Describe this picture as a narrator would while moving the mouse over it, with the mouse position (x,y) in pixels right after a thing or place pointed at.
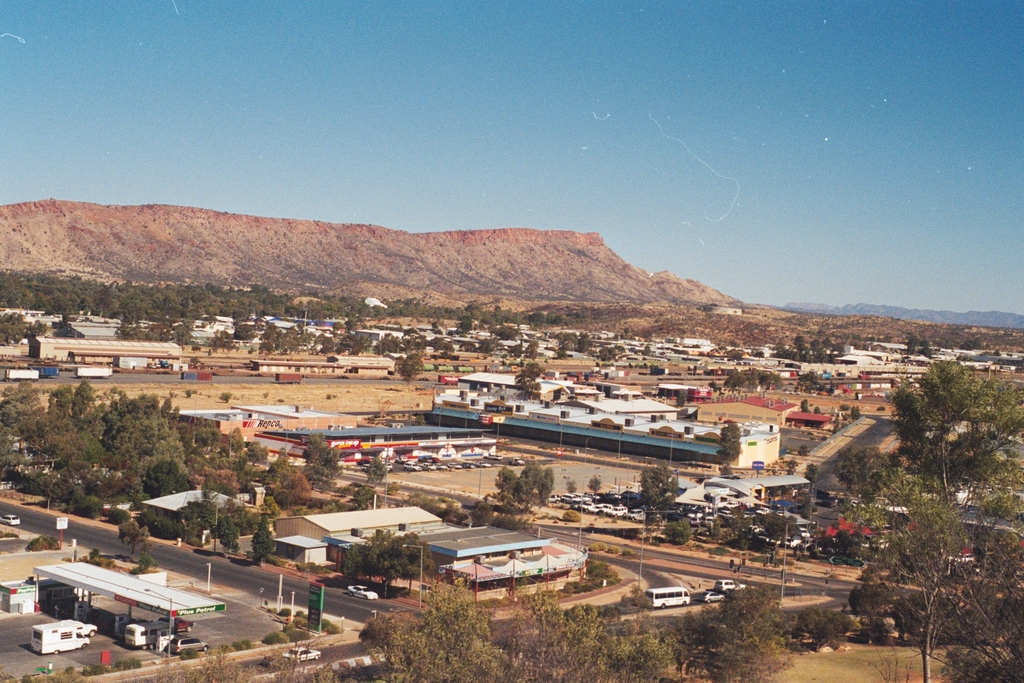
In this image I can see there are buildings (677,440) and roads (868,447). On the road (351,609) there are cars (700,521) and a Truck (72,621). And there are boards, Poles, Trees (850,492), Plants (196,451) and a mountain (267,235). There is a shed (61,568). And at the top (358,147) there is a sky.
